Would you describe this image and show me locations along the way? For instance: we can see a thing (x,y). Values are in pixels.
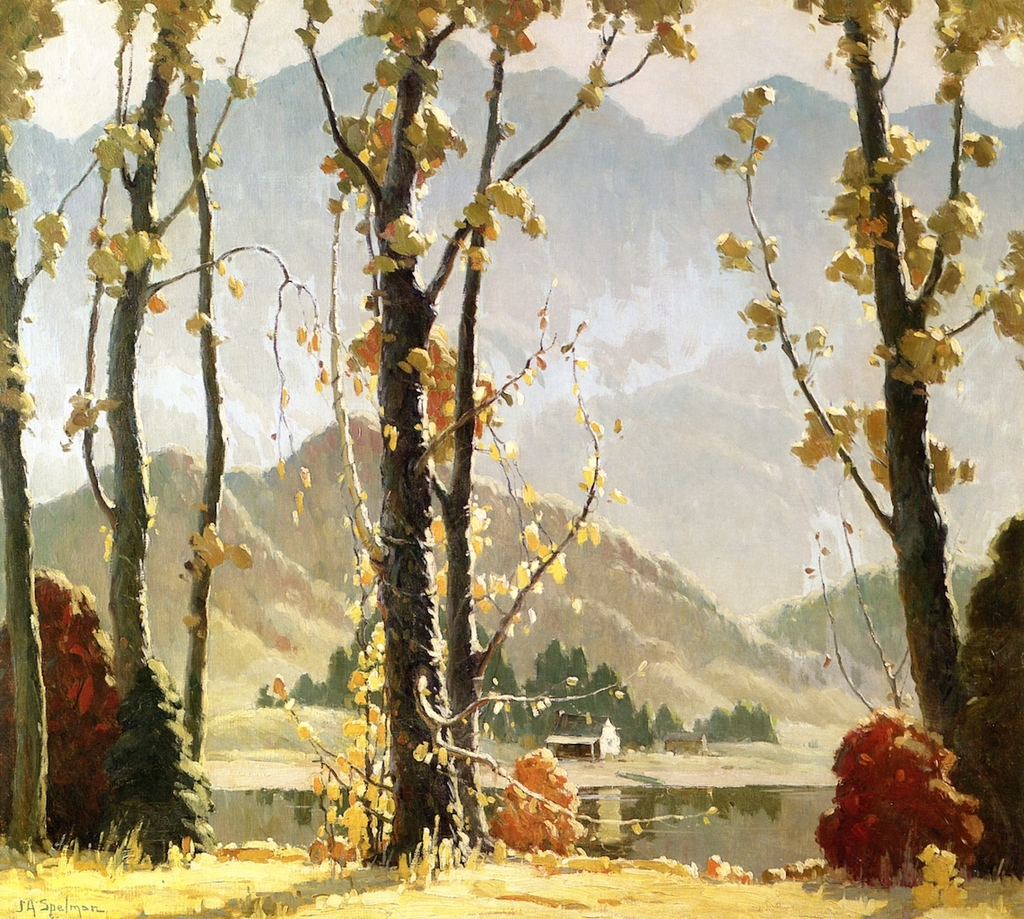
In this picture we can see the painting (496,110) of a scenery (769,175) with many trees (7,335), leaves (357,823), river (621,829), mountains (678,665) and houses (567,730).
